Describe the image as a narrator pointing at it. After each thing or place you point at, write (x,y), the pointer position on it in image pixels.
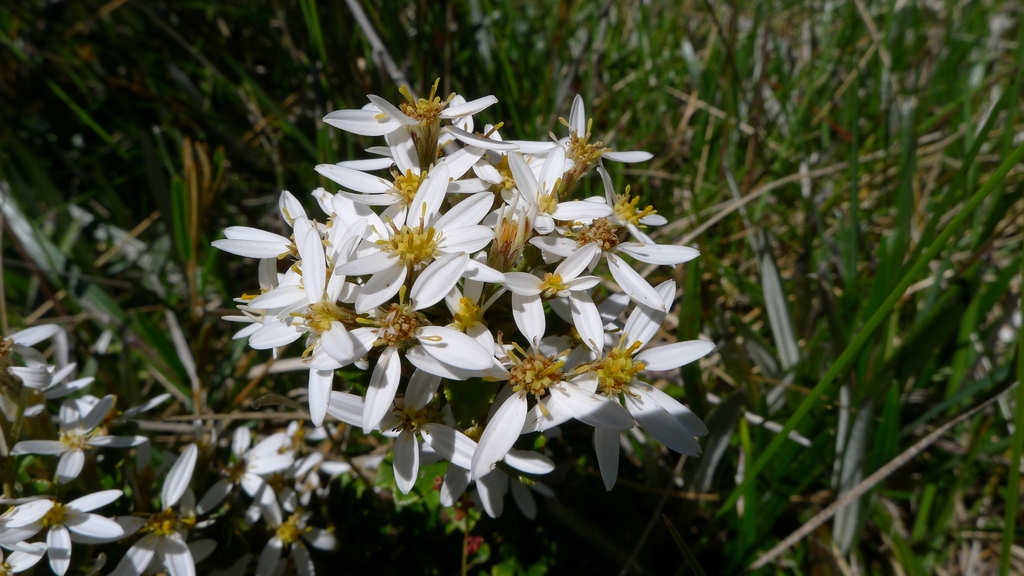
In this image we can see white color flowers (582,156) to the plants (753,390). This part of the image is slightly blurred.
